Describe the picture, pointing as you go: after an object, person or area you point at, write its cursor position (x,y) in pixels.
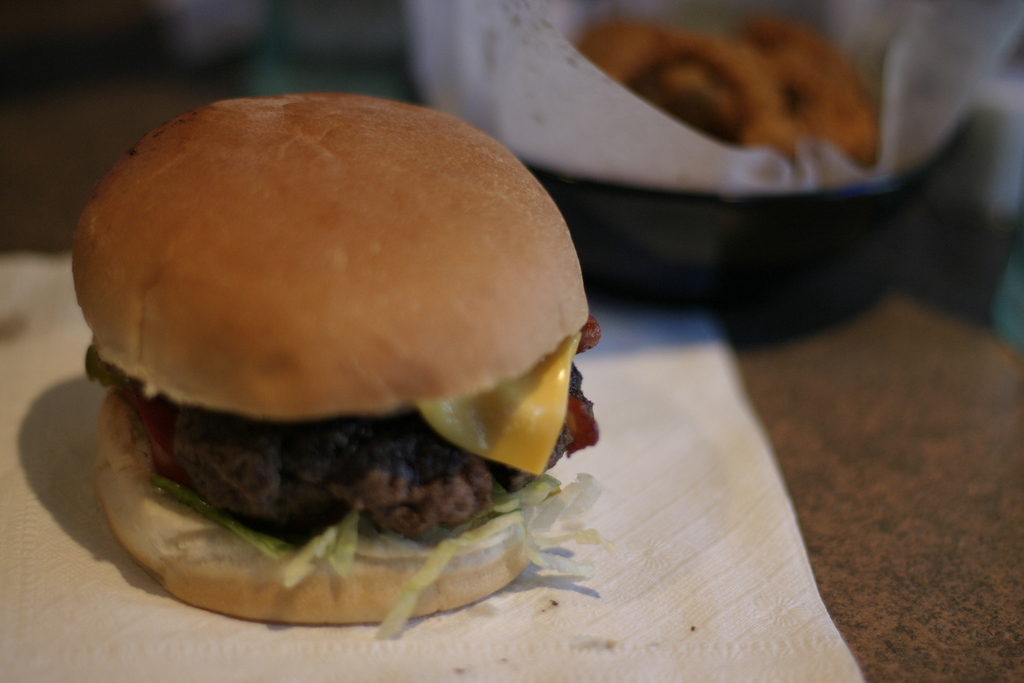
In this image there is a table (888,623) and we can see a burger (538,528), napkin (612,500) and a tray (764,205) containing food (782,140) placed on the table (935,536).
